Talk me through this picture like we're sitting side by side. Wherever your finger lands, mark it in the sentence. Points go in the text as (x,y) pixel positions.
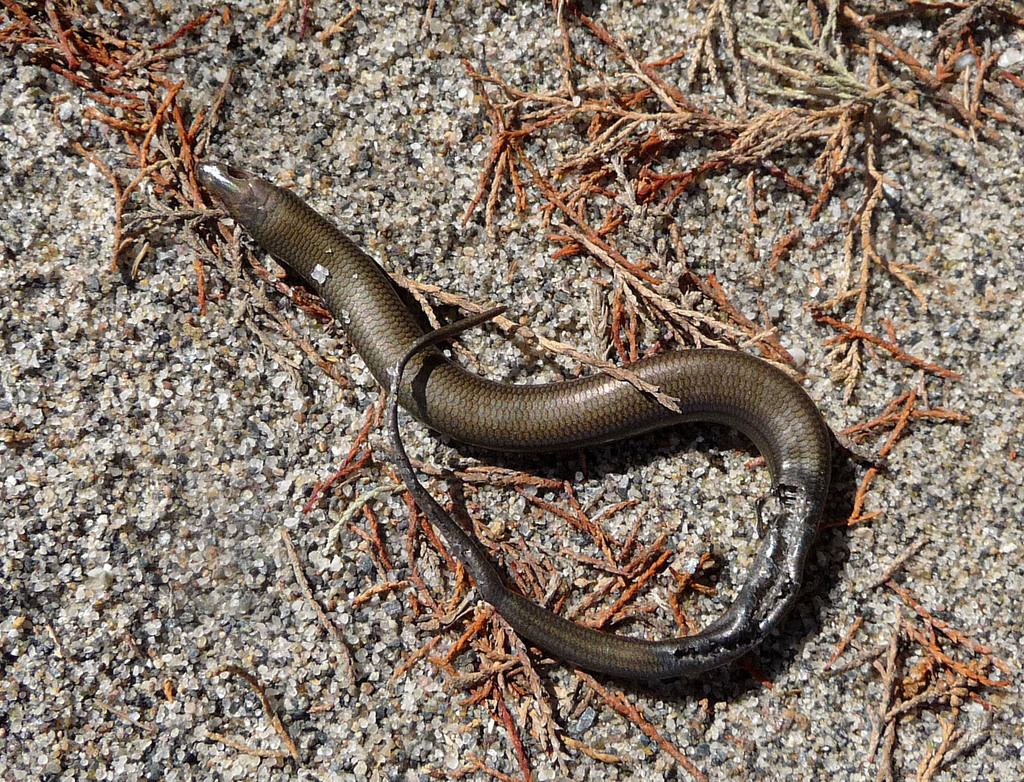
In the image we can see the snake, sand (238,528) and dry grass (678,178).
